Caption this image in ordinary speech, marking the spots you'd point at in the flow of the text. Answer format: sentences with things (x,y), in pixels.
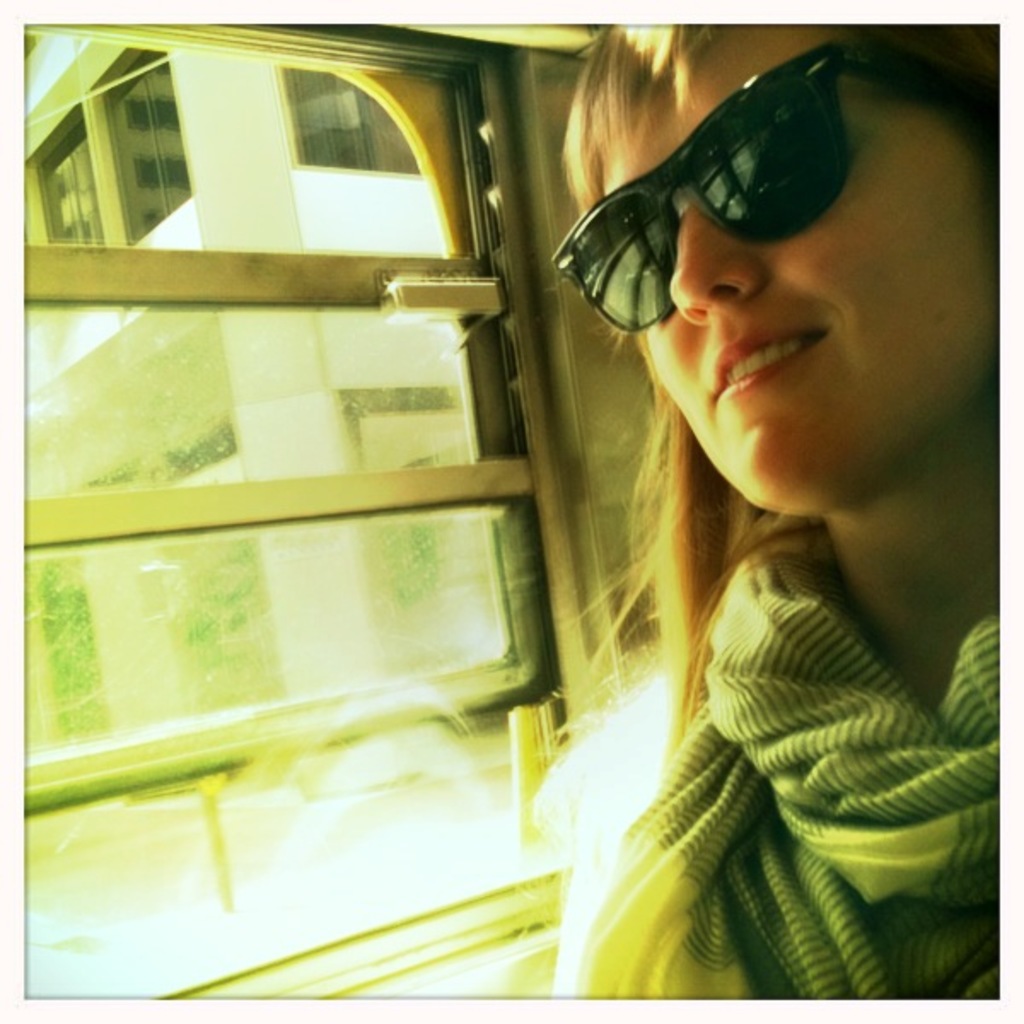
In this picture we can see a woman (773,425), she is smiling and she wore spectacles (627,229), beside to her we can find a window (214,479), in the background (267,201) we can see a building (224,151).
